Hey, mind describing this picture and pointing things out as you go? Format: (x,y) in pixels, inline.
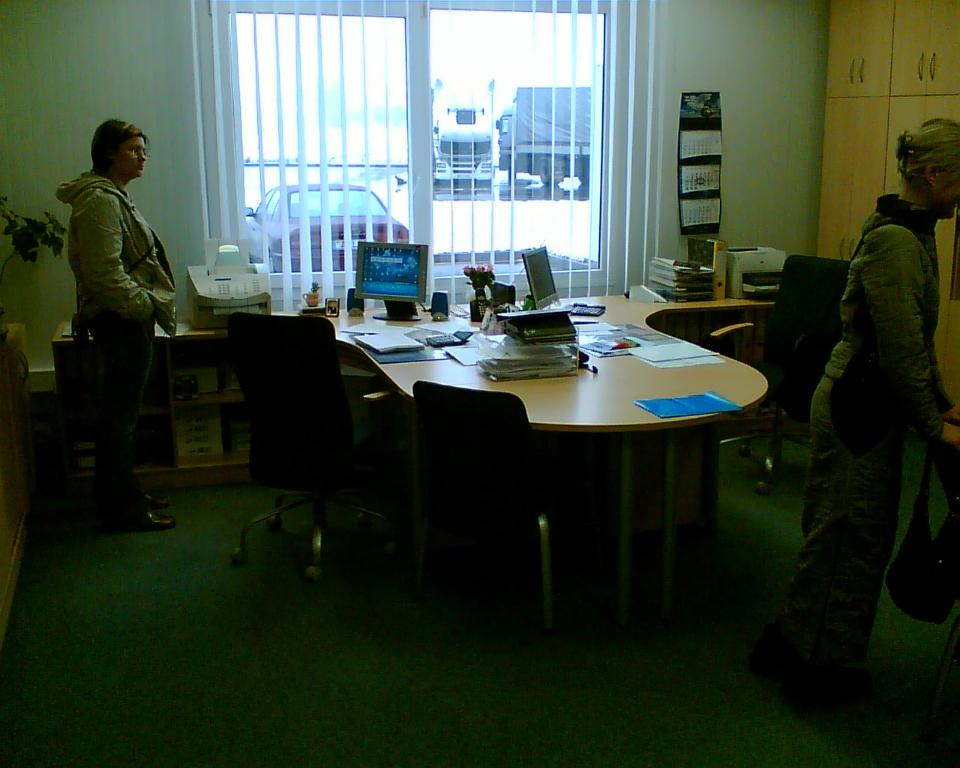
In this image I can see two women (880,475) on the floor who are standing. On the table (634,374) we have two monitors (424,294), some files (530,324) and other objects (659,296) on it. Here we have a window (429,162), from the window (460,211) we can see a truck (473,165), a car (339,202) and other vehicles (469,175). Here we have a plant (10,244) and a cupboard (876,102) and a few chairs (431,485).
